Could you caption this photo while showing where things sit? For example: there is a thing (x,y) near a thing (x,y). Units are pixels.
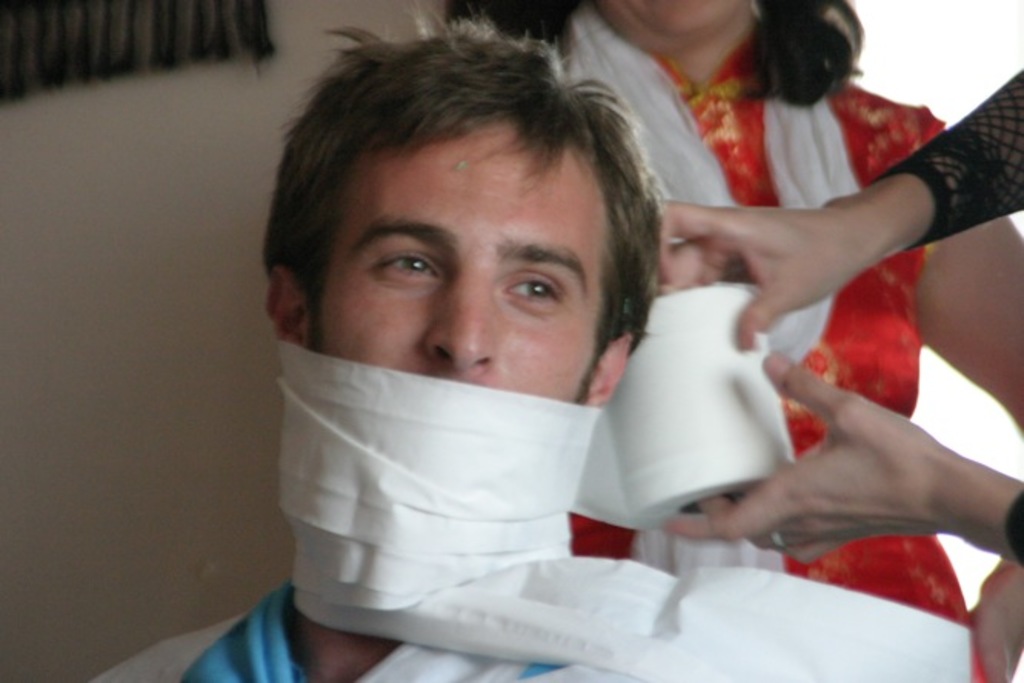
In this image there are people (799,426). The man (492,189) in the center (536,253) is wrapped his mouth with toilet paper (446,455). On the right (889,498) we can see a person's hands (825,262) holding a paper roll (719,399). In the background (130,251) there is a wall (134,255).
